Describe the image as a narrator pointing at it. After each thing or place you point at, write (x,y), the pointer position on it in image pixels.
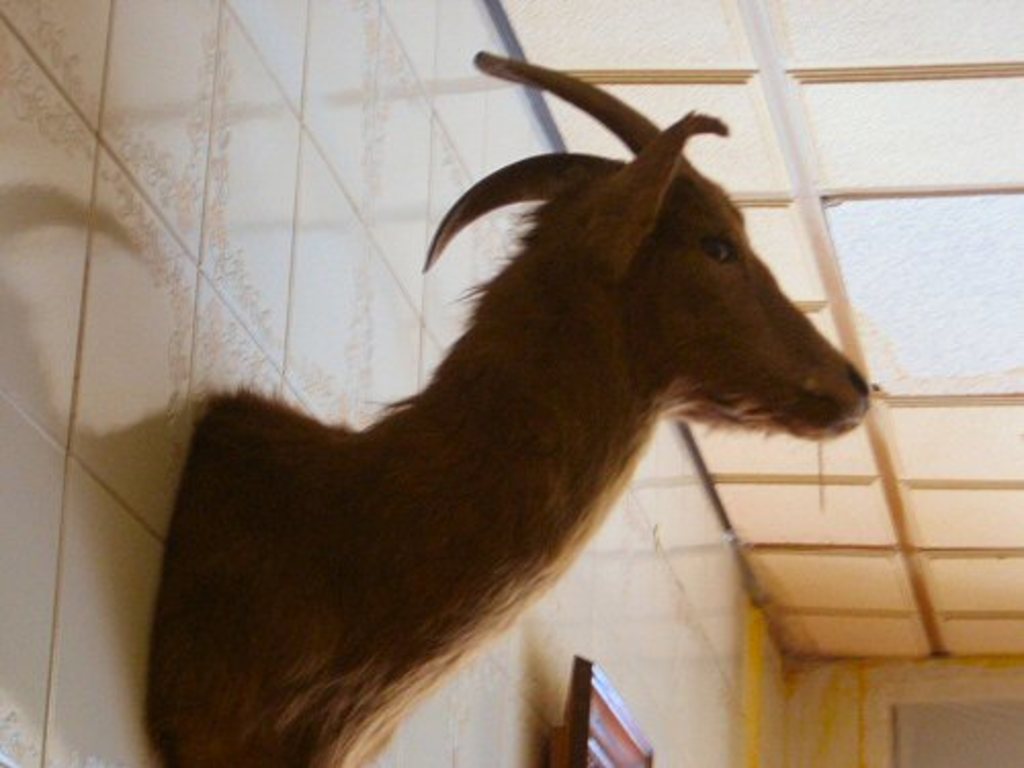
In the picture I can see the statue of a goat (556,397) on the wall (433,306). It is looking like a wooden object (589,691) on the wall (658,700) at the bottom of the picture (582,707).
